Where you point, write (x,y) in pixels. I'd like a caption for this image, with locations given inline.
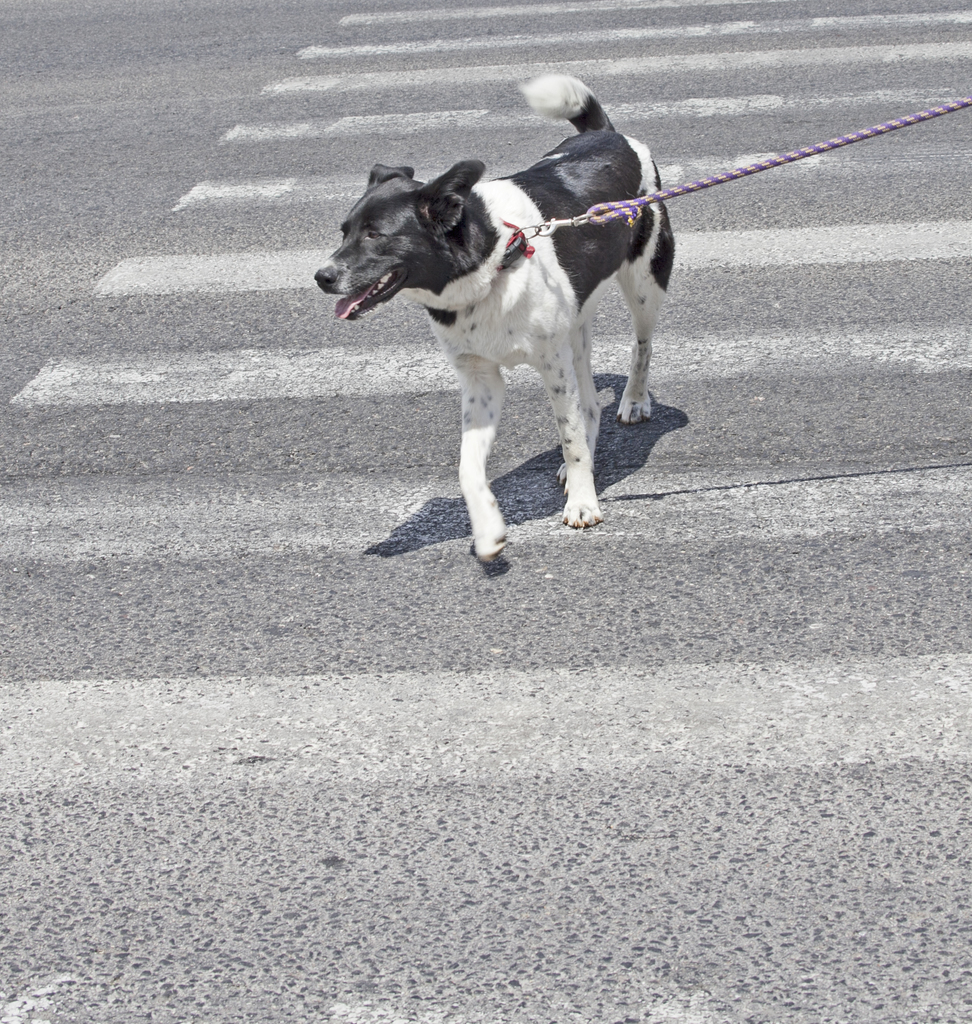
In this picture, we see a dog (414,235) with white and black color is walking on the road (496,465). The leash (555,222) in purple color is tied around its neck (510,282). At the bottom of the picture (365,777), we see the road (485,718) and the zebra crossing (382,695).
